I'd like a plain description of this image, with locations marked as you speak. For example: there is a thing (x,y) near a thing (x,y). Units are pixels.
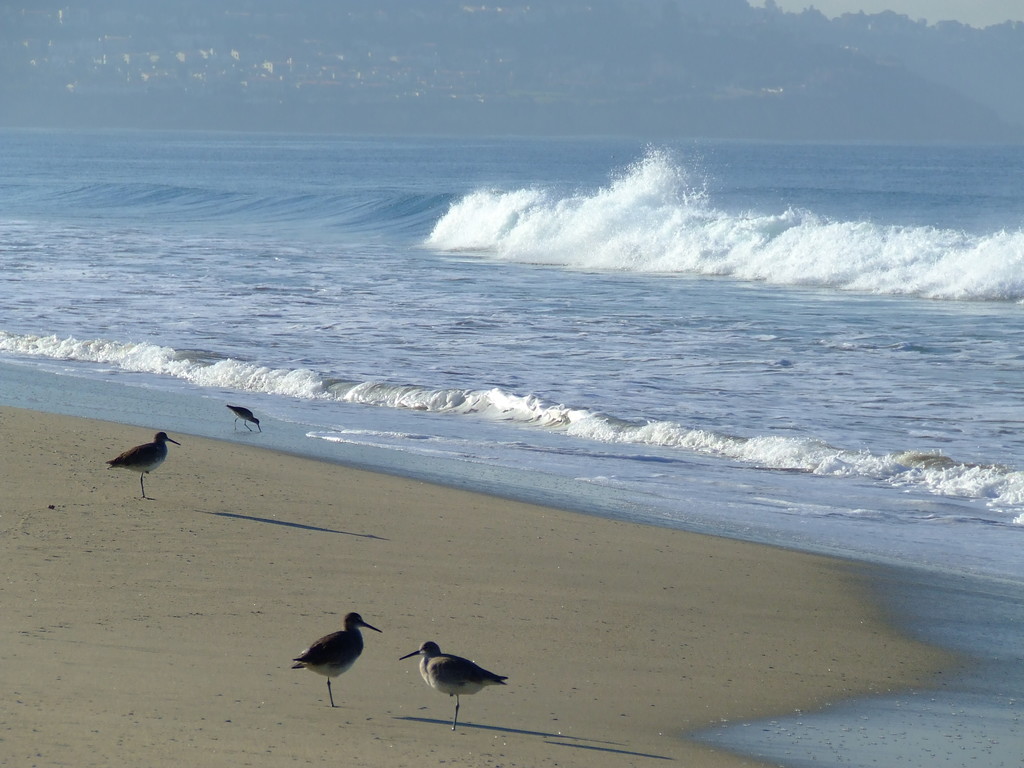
At the bottom of the image (379,628) we can see some birds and soil (744,580) are present. In the background of the image (438,289) water (541,253) is there. At the top of the image (723,99) we can see hills (660,46) and sky (937,14) are there.
